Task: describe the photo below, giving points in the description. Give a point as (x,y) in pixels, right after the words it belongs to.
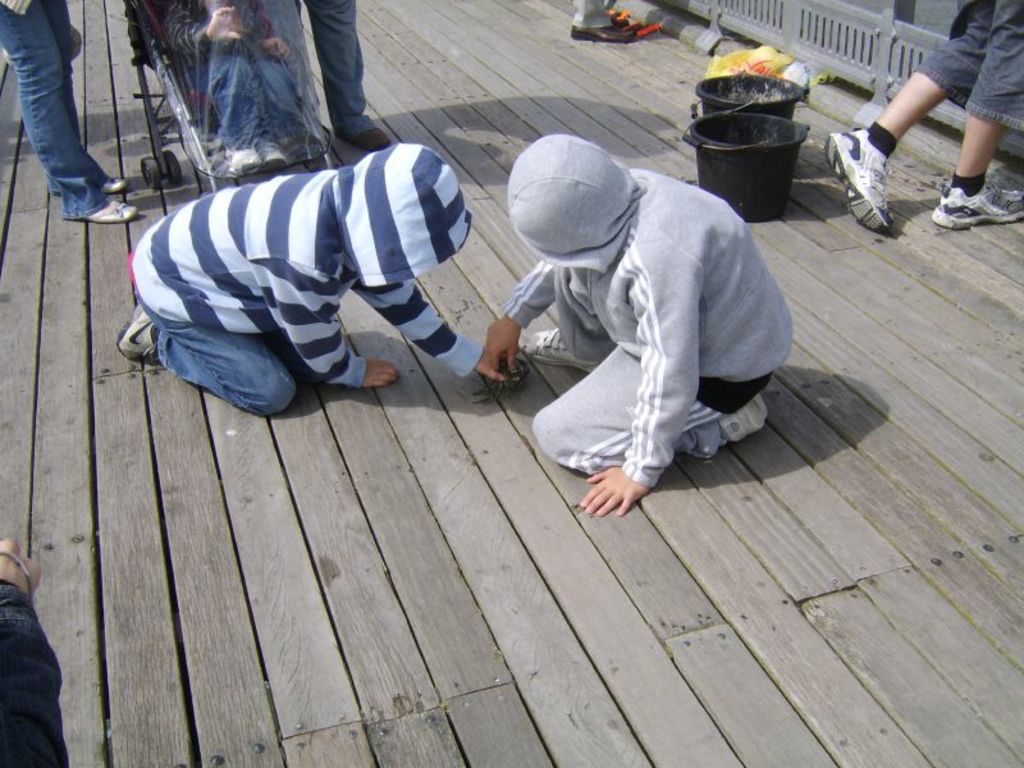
In this picture there are two kids (512,309) sitting on a wooden floor (499,408) and holding an object (504,376) in their hands (495,348) and there are few people (346,93) standing beside them and there are few buckets (735,120) in the right top corner (749,124) and there is a hand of a person (21,684) in the left bottom corner (27,602).
